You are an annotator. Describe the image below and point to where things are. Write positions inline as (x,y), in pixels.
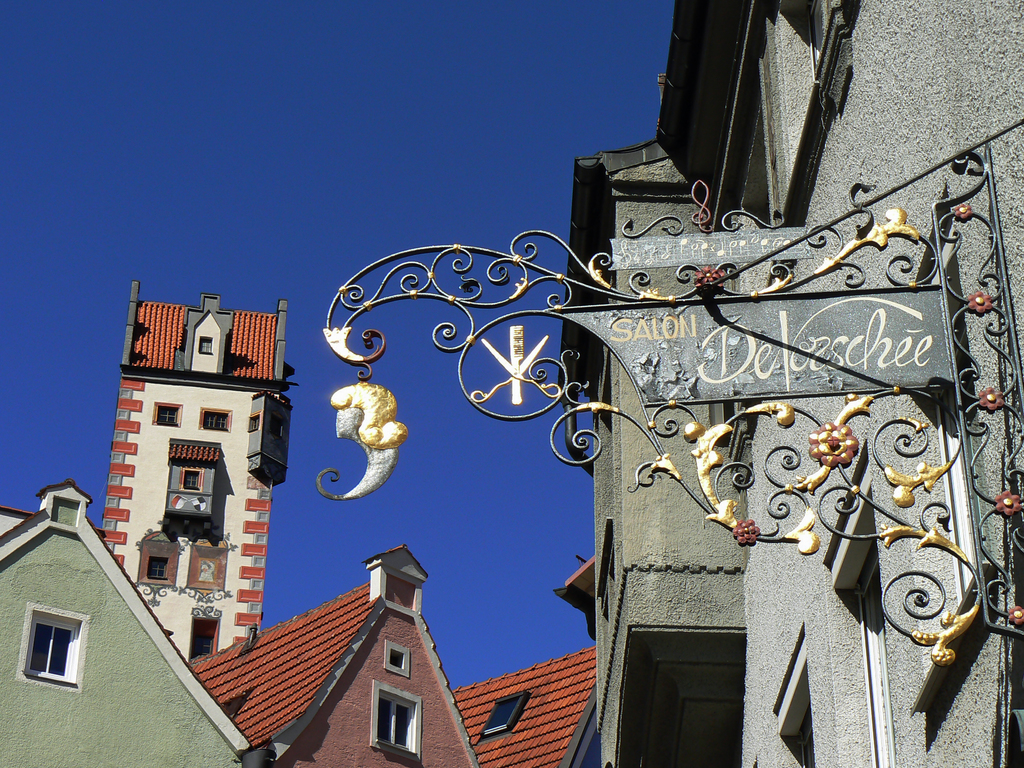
In this image there are some buildings (586,362) on the right side (685,388) there is a board (922,360), on the board (882,333) there is text (861,343). At the top (395,184) there is sky (297,274).
